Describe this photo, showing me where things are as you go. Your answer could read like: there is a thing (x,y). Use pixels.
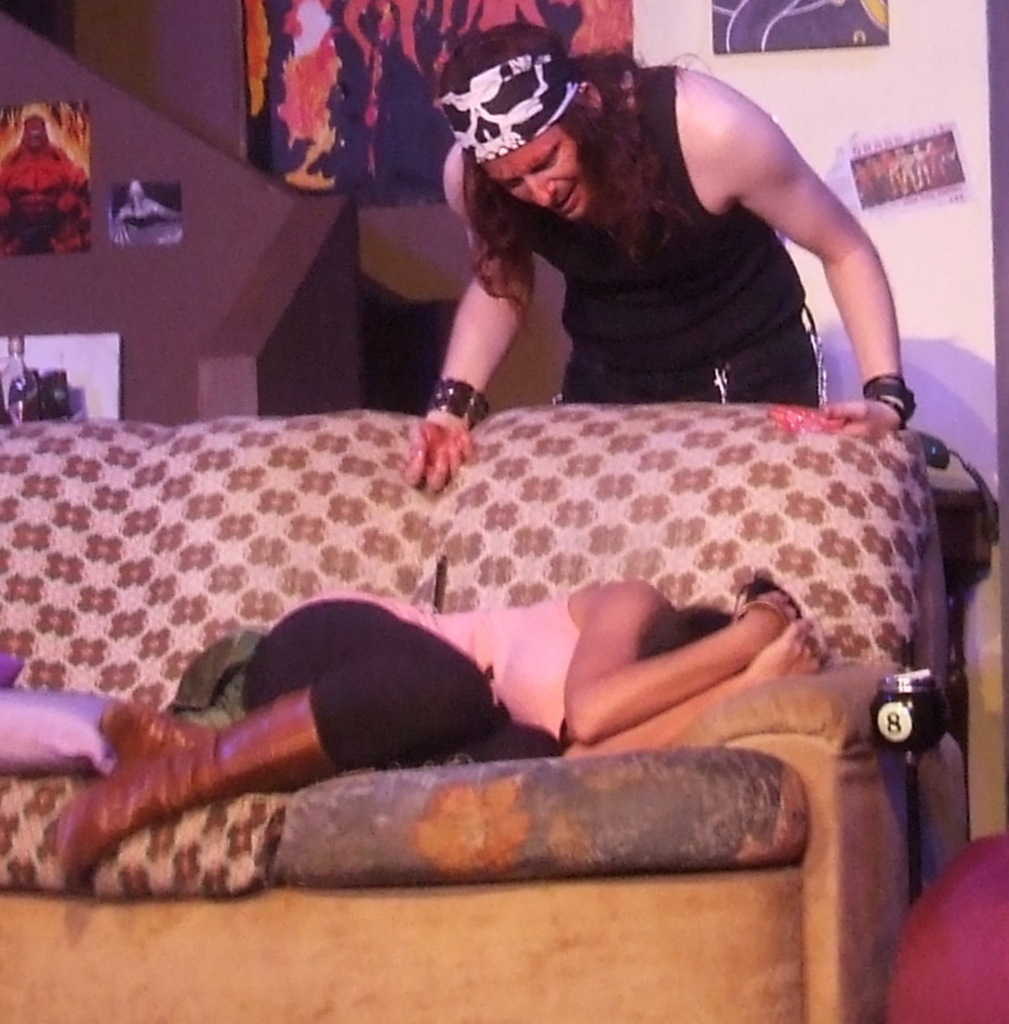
In this image there is a woman (568,707) lying on the sofa (537,801) and on the sofa (533,789) there are cushions (58,740). Behind the sofa (805,440) there's a man (798,419) resting his hands (795,410) on it. In the background (249,48) there are posters (262,73), frames (309,88) attached to the wall (788,87). Image also consists of a glass bottle (14,402) and also a cup (927,723).
